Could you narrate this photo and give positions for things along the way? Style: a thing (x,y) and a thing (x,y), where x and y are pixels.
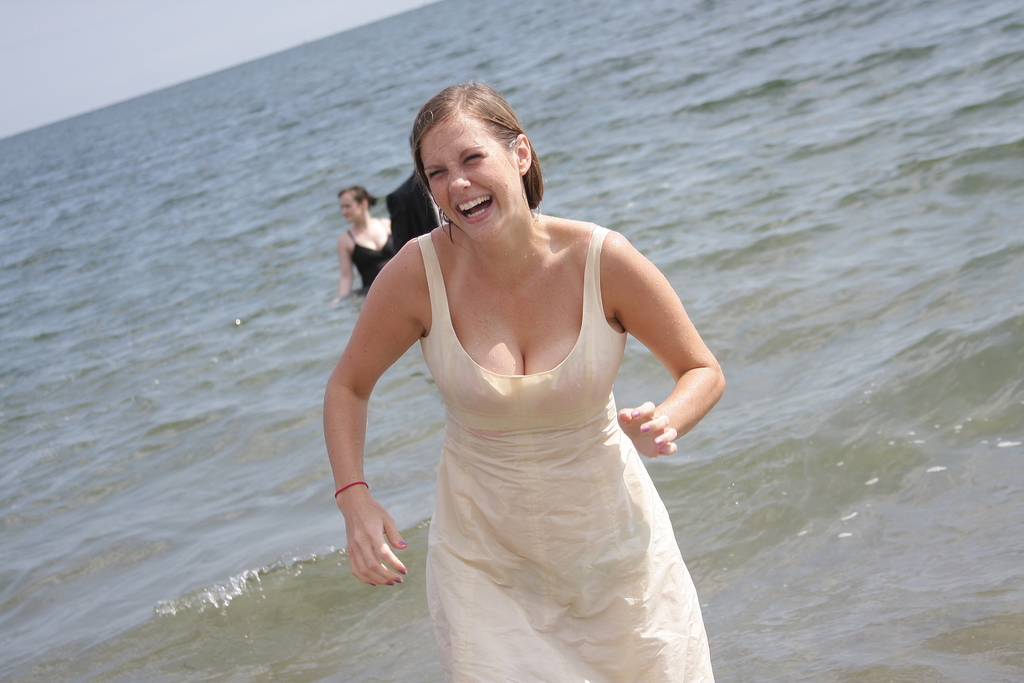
In this image there are people (602,459) and water (149,433). In the front of the image (478,232) a person (554,391) is smiling.
